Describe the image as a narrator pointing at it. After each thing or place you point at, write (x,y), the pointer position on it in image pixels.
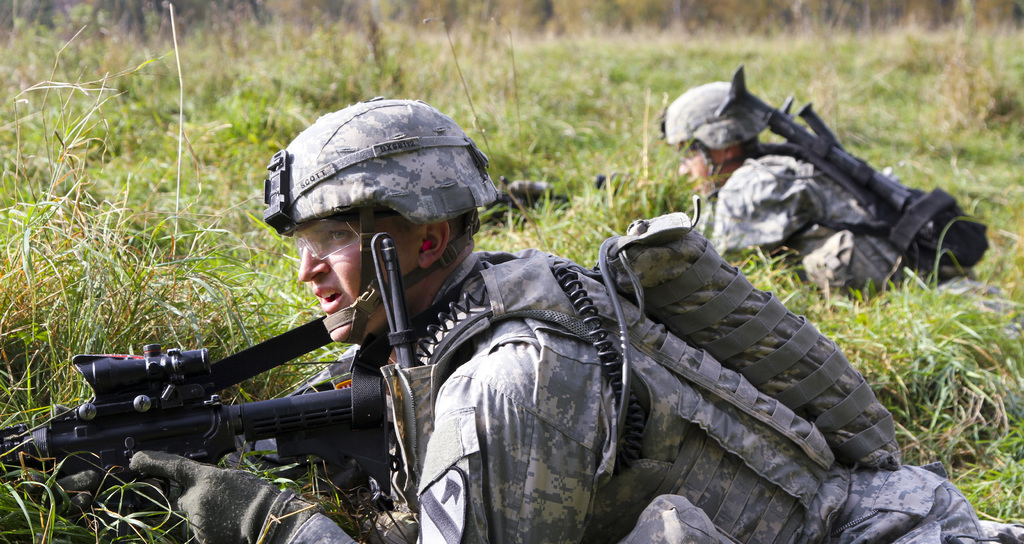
This image consists of grass (67,154). In that there are two persons (637,305) lying. They are wearing military dress (643,327), caps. They are holding guns (142,487).
